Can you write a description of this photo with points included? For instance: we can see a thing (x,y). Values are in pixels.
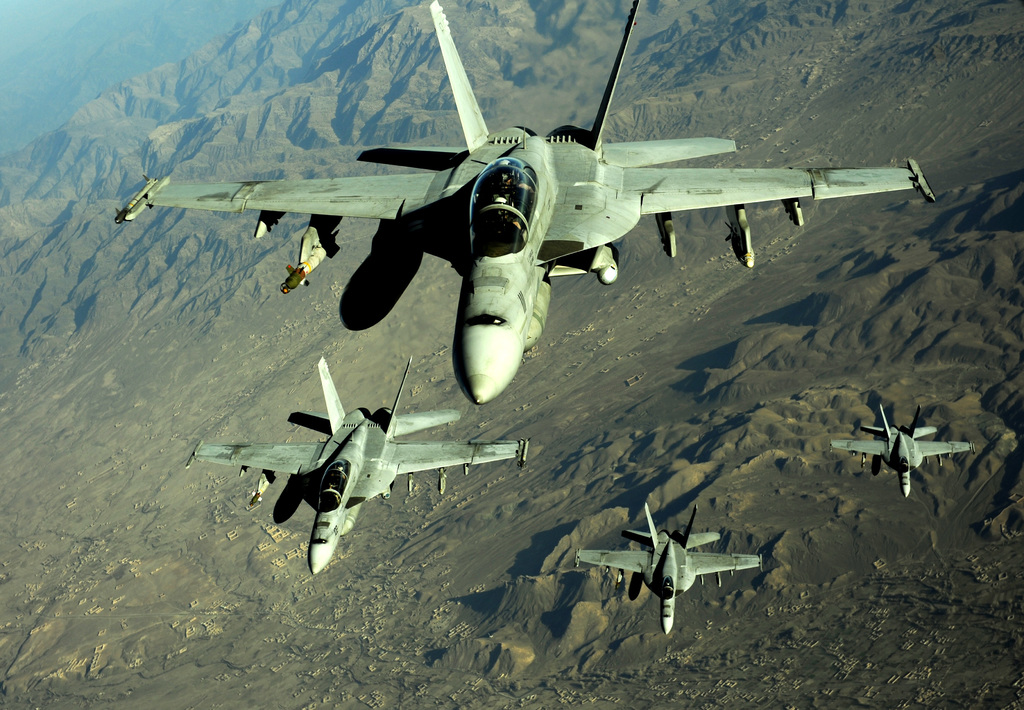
In this image in the center (496,288) there are some aircrafts (623,561), and in the background (664,111) there are some mountains (805,346) and sand (164,460).
